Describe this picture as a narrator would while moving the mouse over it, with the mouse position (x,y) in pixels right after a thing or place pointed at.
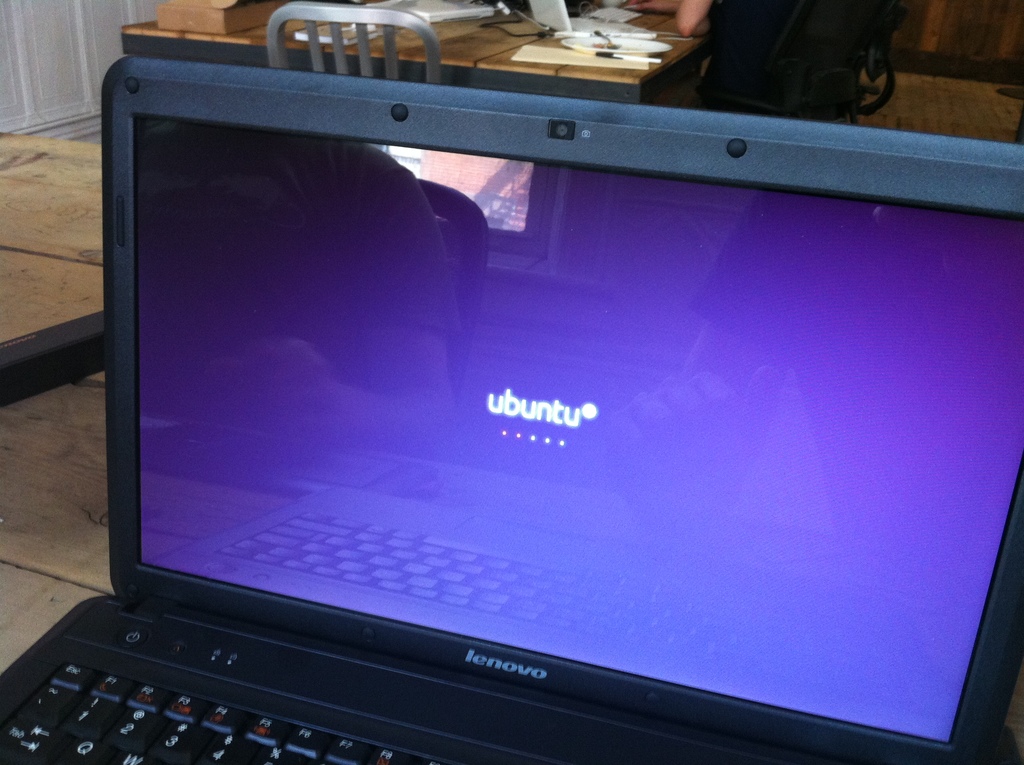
In this picture we can see a laptop (488,683) and in background (659,55) we can see table (507,45), chair (274,38) on table (507,28) we have papers (599,60).
